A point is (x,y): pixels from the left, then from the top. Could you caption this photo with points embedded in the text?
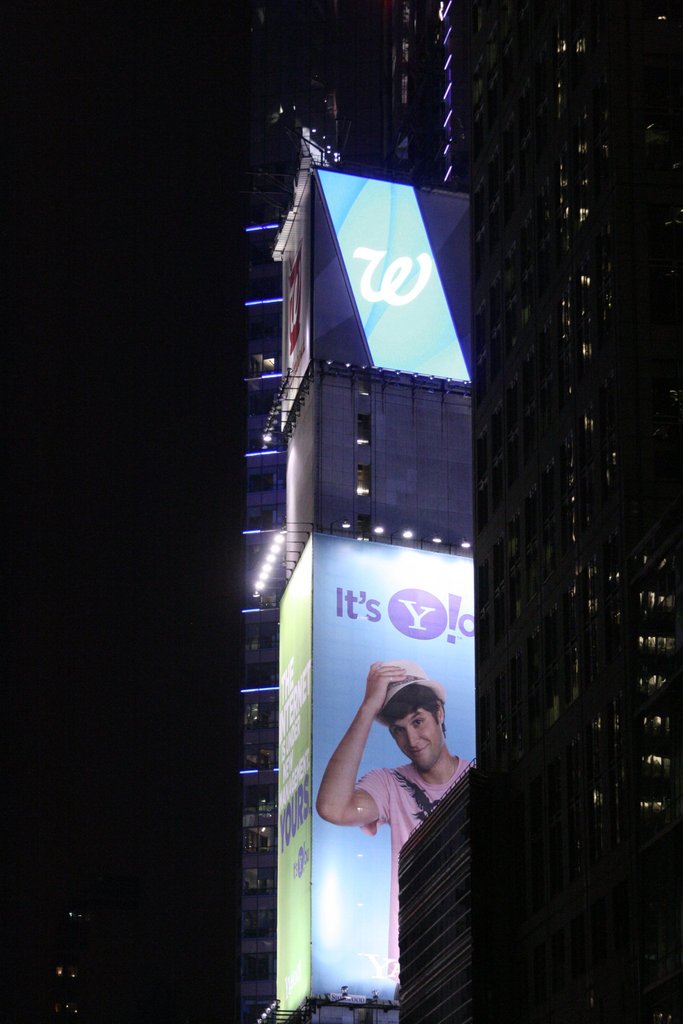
In this picture I can see the advertisement boards (396,232) on the building (399,524). In that banner (386,784) I can see the person (405,792) who is wearing t-shirt (422,795) and hat (415,683). Beside that I can see the lights (436,541). On the right (495,612) I can see the skyscrapers (625,309). On the left (215,185) I can see the darkness (138,169).
